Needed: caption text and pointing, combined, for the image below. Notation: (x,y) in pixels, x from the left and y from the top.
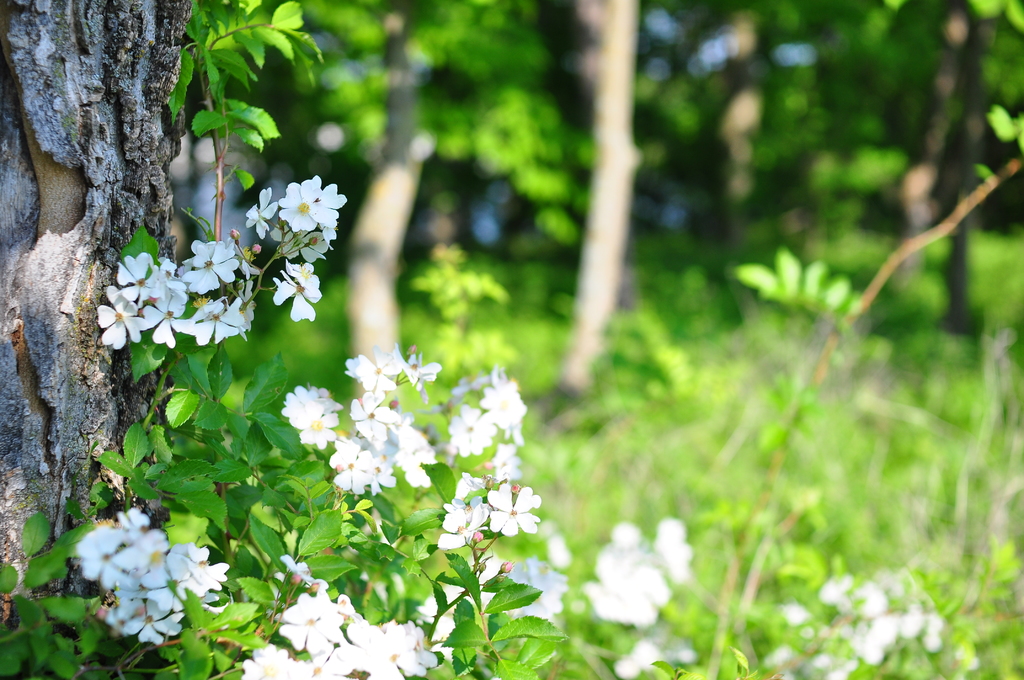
In this picture I can see plants (273,368), flowers (208,324), and in the background (608,150) there are trees (448,169).
